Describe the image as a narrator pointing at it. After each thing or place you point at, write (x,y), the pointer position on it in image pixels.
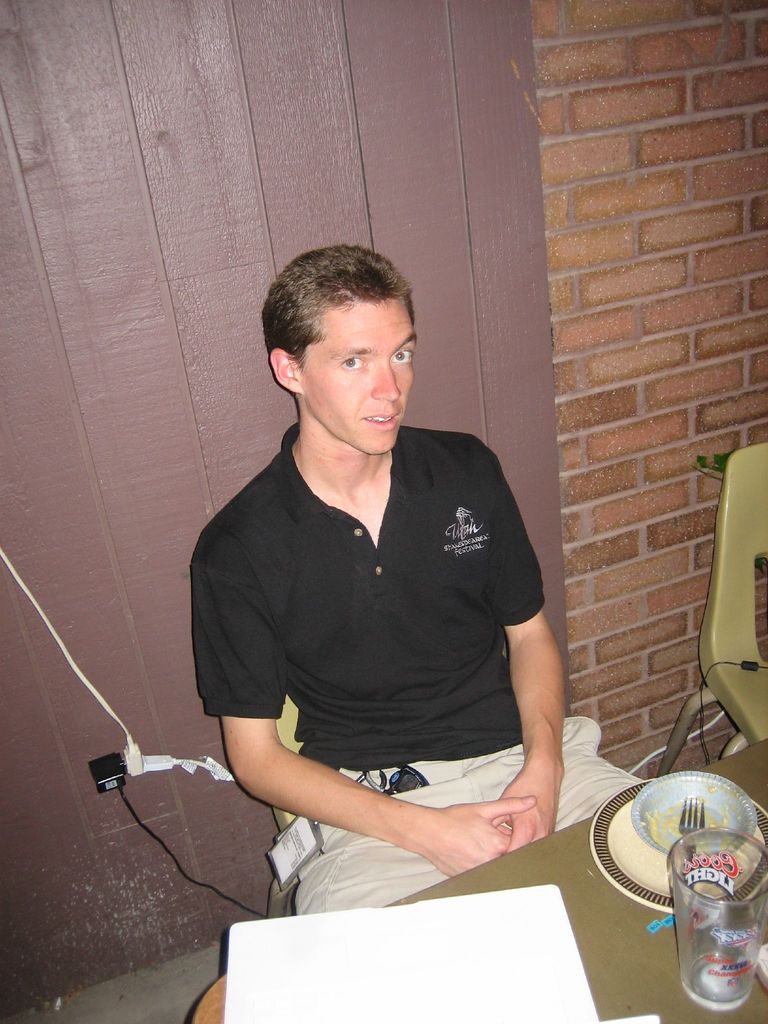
in this image there is a person (340,697) sit on the chair (290,816), beside him there is a cable cord (127,740) and in front of him there is a table (575,893), on the table (585,884) there is a glass (679,913), fork (689,823) and near to the table (578,903) there is a chair (744,653).
